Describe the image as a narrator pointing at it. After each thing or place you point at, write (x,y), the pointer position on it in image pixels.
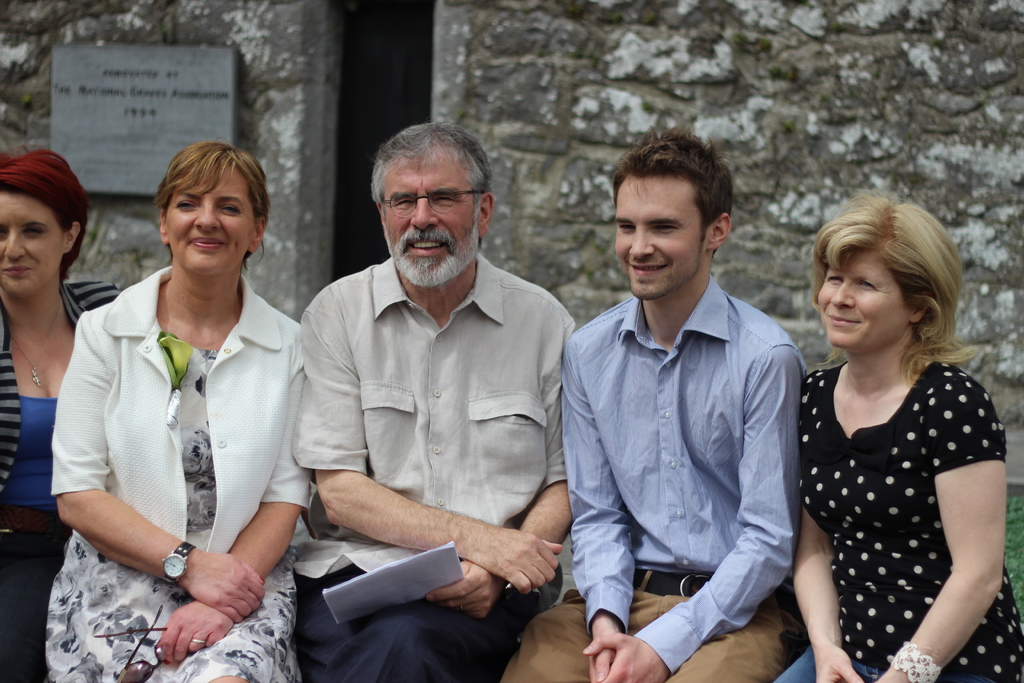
In this picture there are group of people (277,505) sitting and smiling and the person (500,431) with off white shirt (471,428) is sitting and holding the paper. At the back (217,55) there is a board (59,81) on the wall (704,70) and there is a text (120,76) on the board (206,66). On the right side of the image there are plants (1021,602).
